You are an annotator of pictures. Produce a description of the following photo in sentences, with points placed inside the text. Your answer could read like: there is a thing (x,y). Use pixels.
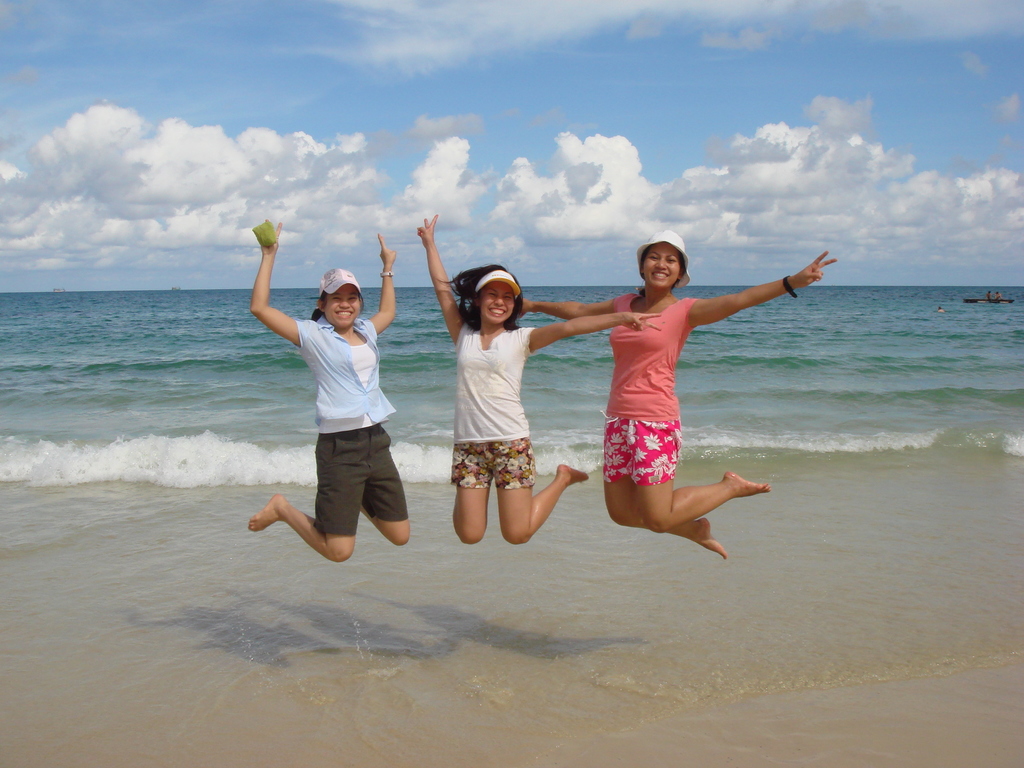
In this picture there are three persons (348,377) jumping and smiling. At the back (287,292) there is water (803,347). At the top (893,233) there is sky (940,239) and there are clouds (927,231). At the bottom (752,762) there is water (796,678) and sand (63,747).
